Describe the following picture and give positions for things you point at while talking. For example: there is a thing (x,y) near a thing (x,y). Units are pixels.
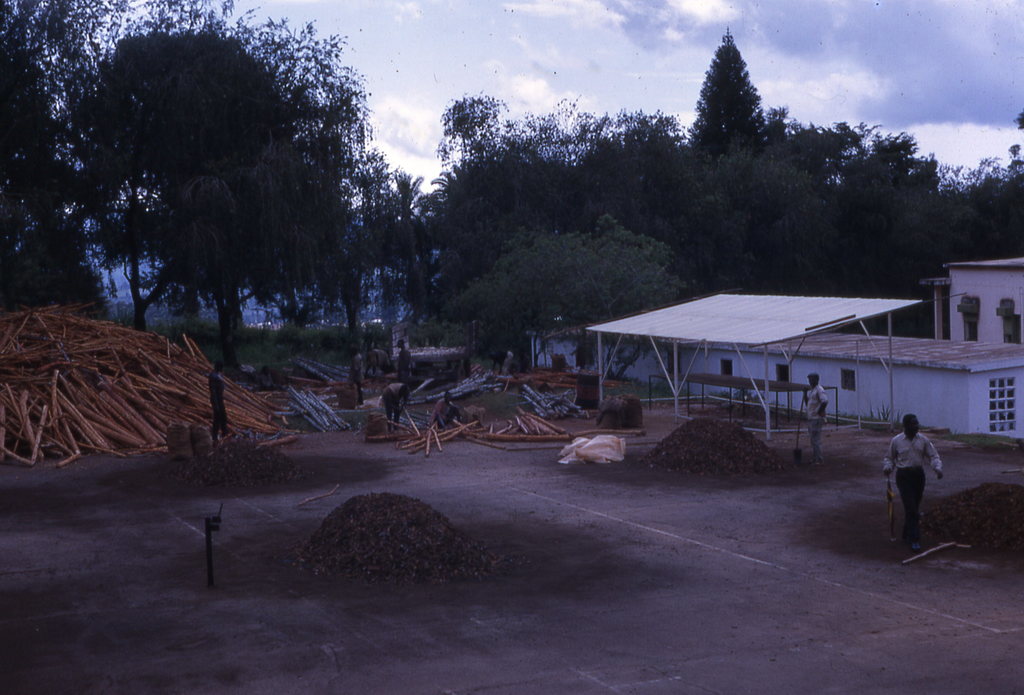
In this image there are materials (941,535) dumped in a place (771,496) and people (213,423) are working, in the background (87,406) there are wooden poles (537,405), sheds (684,366), trees (429,327) and the sky (616,49).
